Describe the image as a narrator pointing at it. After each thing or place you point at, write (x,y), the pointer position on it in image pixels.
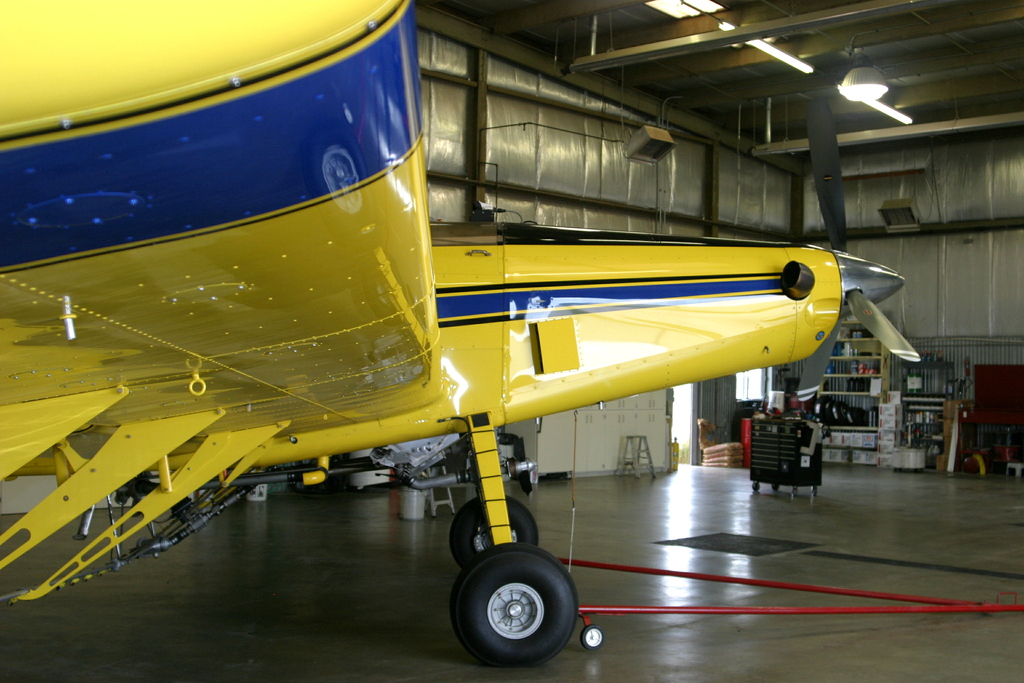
In this image I can see a flight (661,313) visible on the floor (221,619) and I can see a roof (714,96) at the top (906,93) and at the bottom (876,460) I can see rack (937,410) and chairs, table (781,463).
